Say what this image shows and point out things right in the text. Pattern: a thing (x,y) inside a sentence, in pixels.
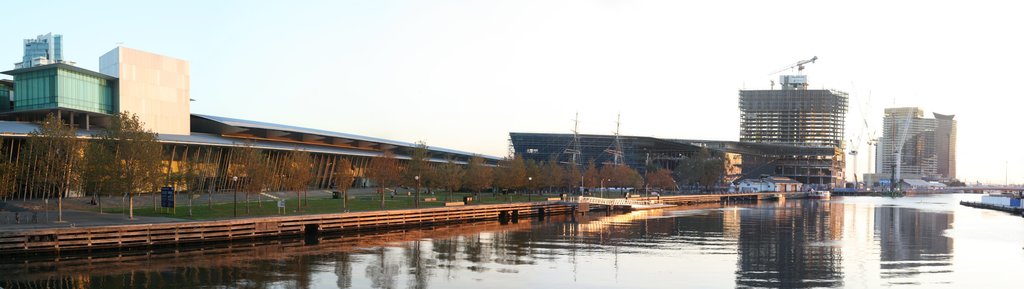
In the given image i can see a buildings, trees (428,177), fence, grass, water (567,278), electrical poles (235,200) and in the background (503,38) i can see the sky (385,44).
